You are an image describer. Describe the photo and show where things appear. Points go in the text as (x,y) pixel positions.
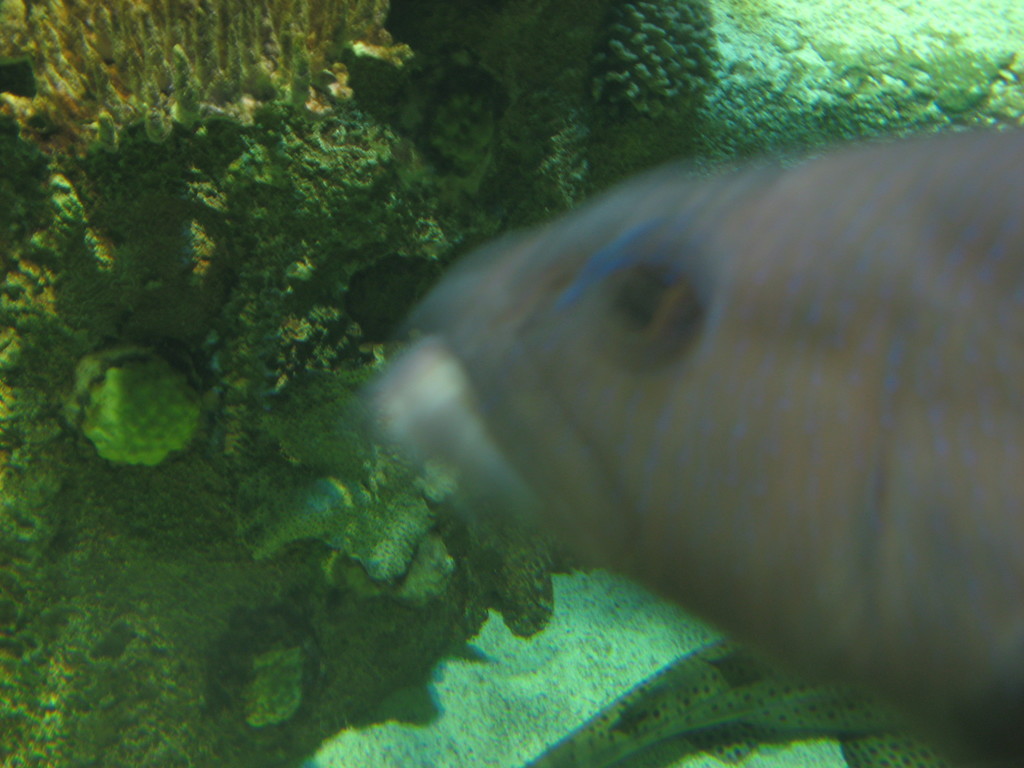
In this image I can see the under water picture in which I can see the surface (398,683) which is green in color and some grass (189,48) and few plants (183,222) which are yellow and green in color. I can see an aquatic animal (532,353) to the right side of the image (785,444).
